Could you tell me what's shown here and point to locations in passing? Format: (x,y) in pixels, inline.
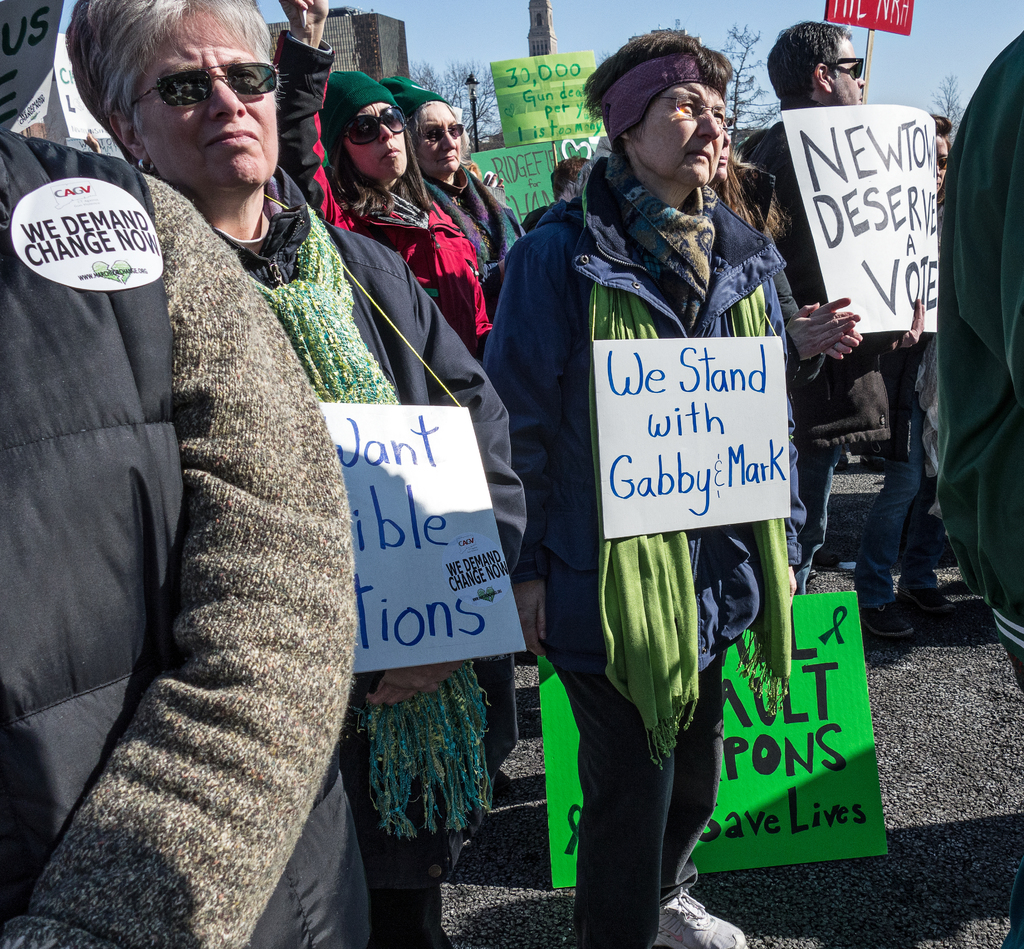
In this image I can see number of persons (485,688) are standing on the ground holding boards (433,581) in their hands (526,618). In the background (744,127) I can see few trees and the sky (767,74).
